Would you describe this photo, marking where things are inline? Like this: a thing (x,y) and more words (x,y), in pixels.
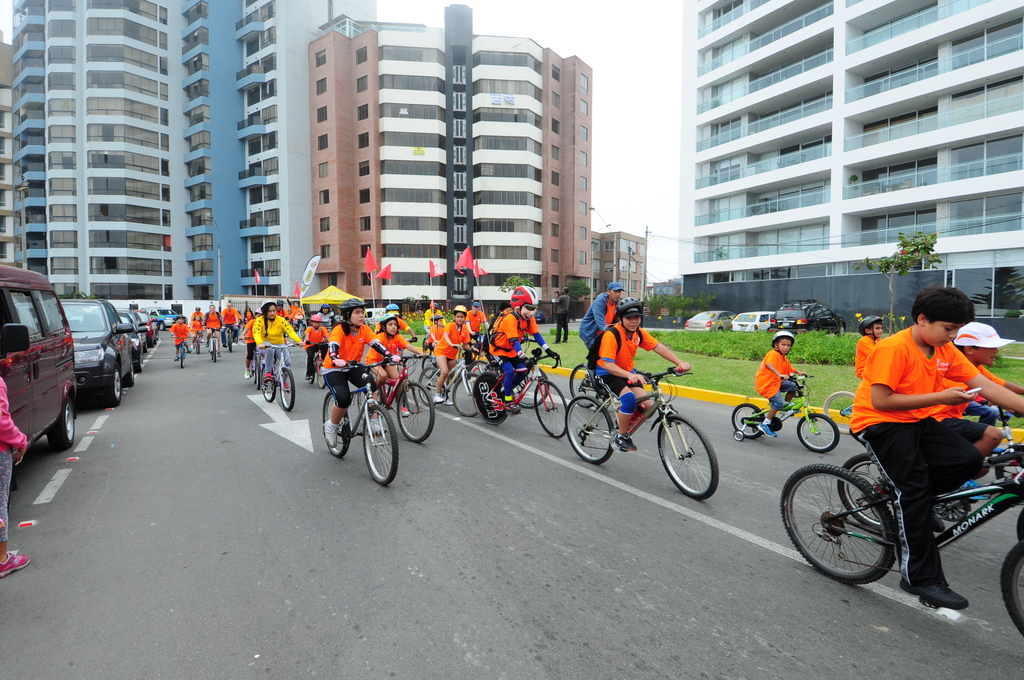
In this picture, there are buildings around the area of the image and there are group of people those who are riding the bicycle (985,518), it seems to be a competition and there are trees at the right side of the image, there is grass floor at the right side of the image (705,340), it is a day time, the other people (2,508) those who are standing at the left side of the image (13,573) they are watching the competition, there are cars (102,361) around the area of the image.
